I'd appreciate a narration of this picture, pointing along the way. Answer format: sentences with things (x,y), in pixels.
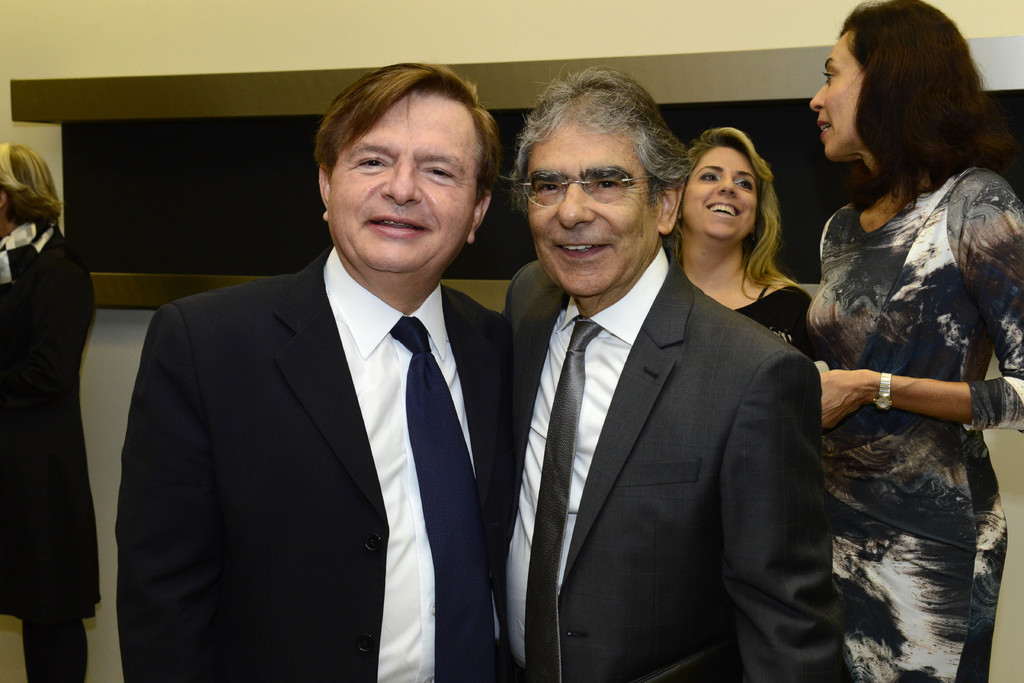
In this picture we can observe two men (375,388) wearing coats (291,516) and smiling. One of the man (597,199) was wearing spectacles (611,196). In the background (2,313) there are three members (4,294) standing. Two of them were women (892,273) who are smiling.
